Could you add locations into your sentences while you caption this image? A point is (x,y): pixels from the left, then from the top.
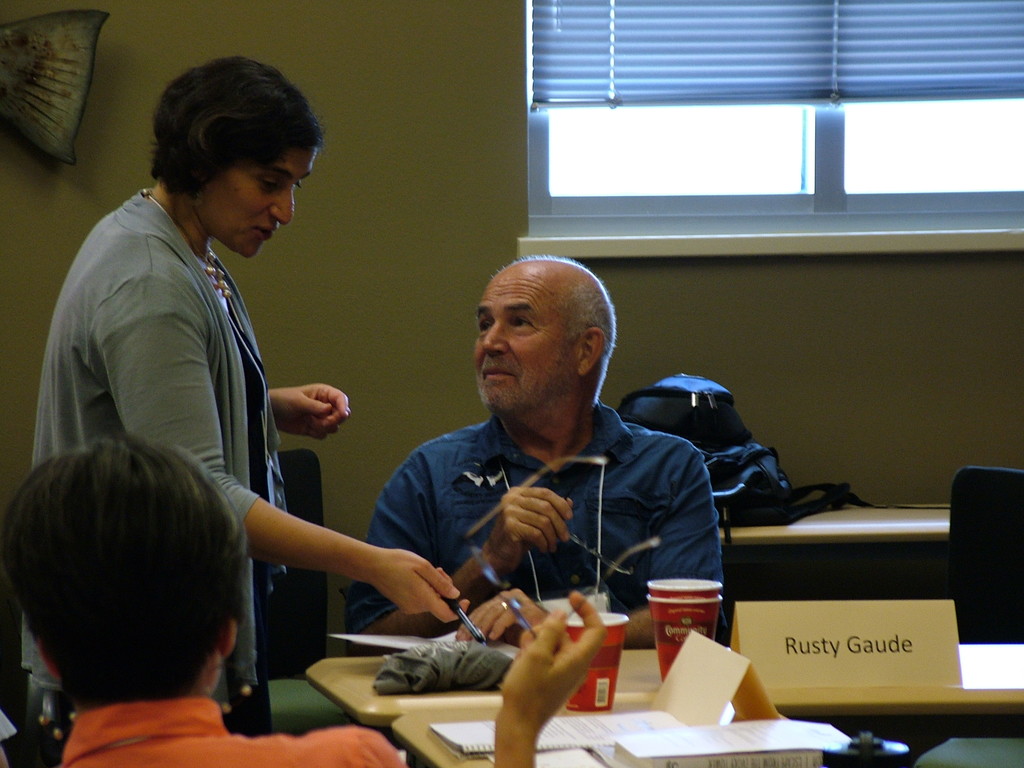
In the picture we can see a man (681,523) sitting on the chair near the table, on it we can see some glasses (684,612), papers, and beside the man (617,599) we can see a woman (222,209) standing and showing something with a pen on the table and in front of them, we can see a person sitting and wearing an orange shirt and in the background (630,286) we can see a wall (329,53) with a window (974,156) and curtain (619,32) to it.
